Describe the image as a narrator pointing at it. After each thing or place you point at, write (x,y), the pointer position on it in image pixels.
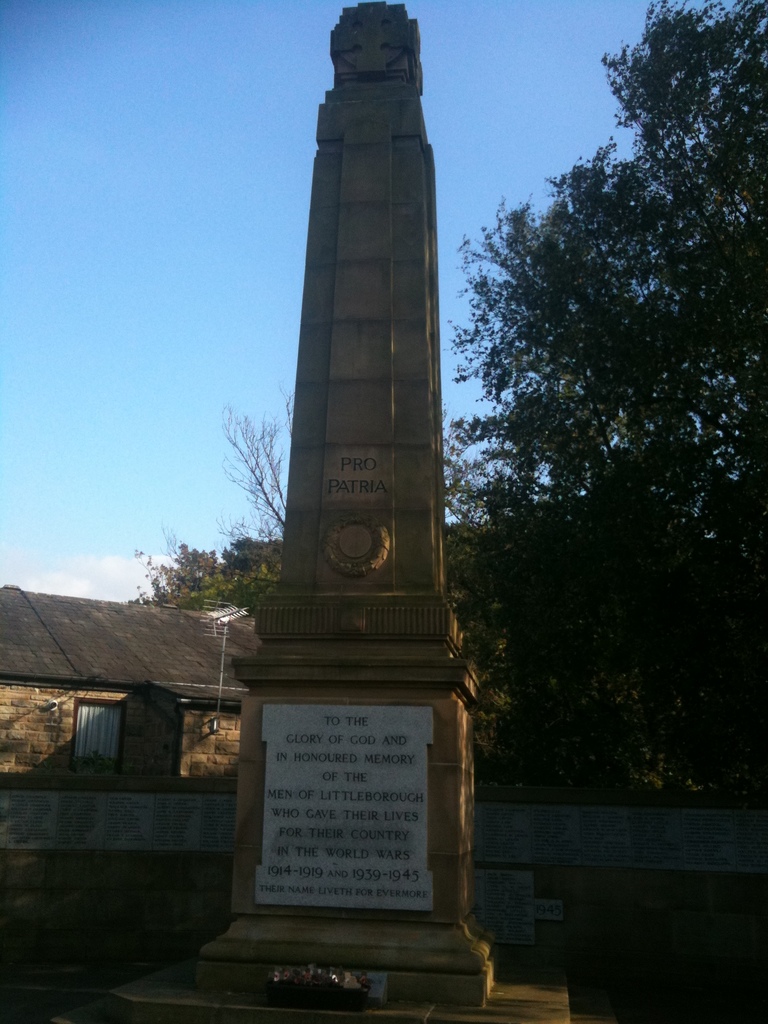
This is an outside view. Here I can see a memorial stone (344,662) on which I can see some text (365,818). In the background (571,528) there are some trees (526,615) and a house (133,691). At the top (141,171) I can see the sky (176,209).
